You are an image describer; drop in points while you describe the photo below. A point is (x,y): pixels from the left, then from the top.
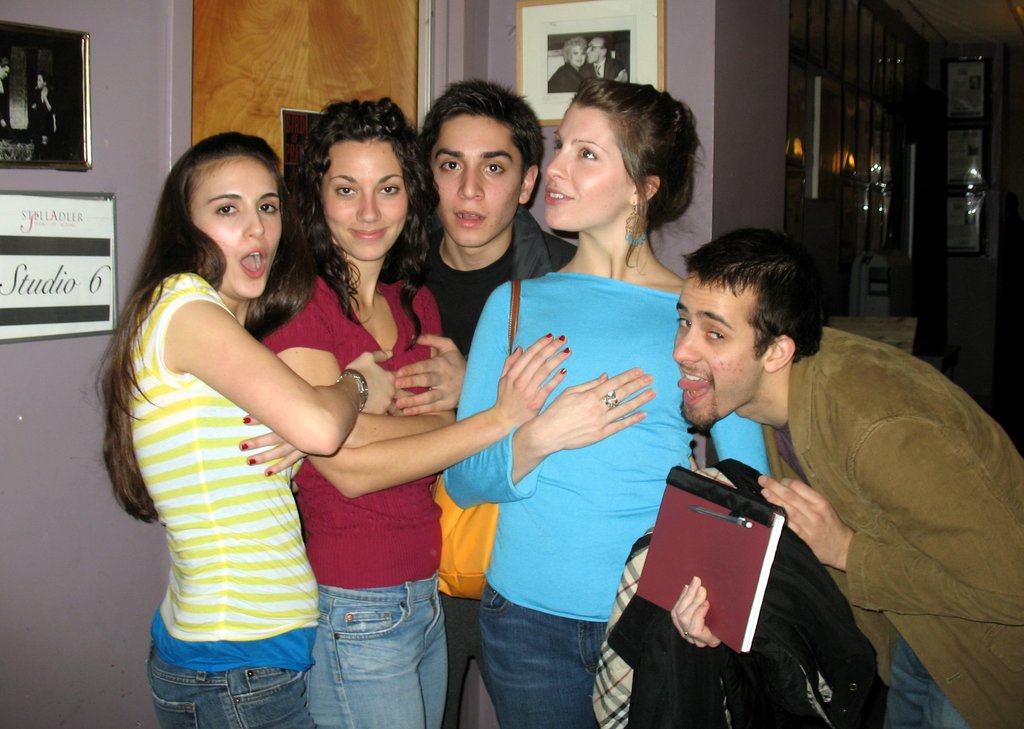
In the image in the center (437,278), we can see a few people (448,455) are standing and they are smiling, which we can see on their faces (596,159). In the background (134,120) there is a wall (134,120), table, photo frames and a few other objects (888,259).
